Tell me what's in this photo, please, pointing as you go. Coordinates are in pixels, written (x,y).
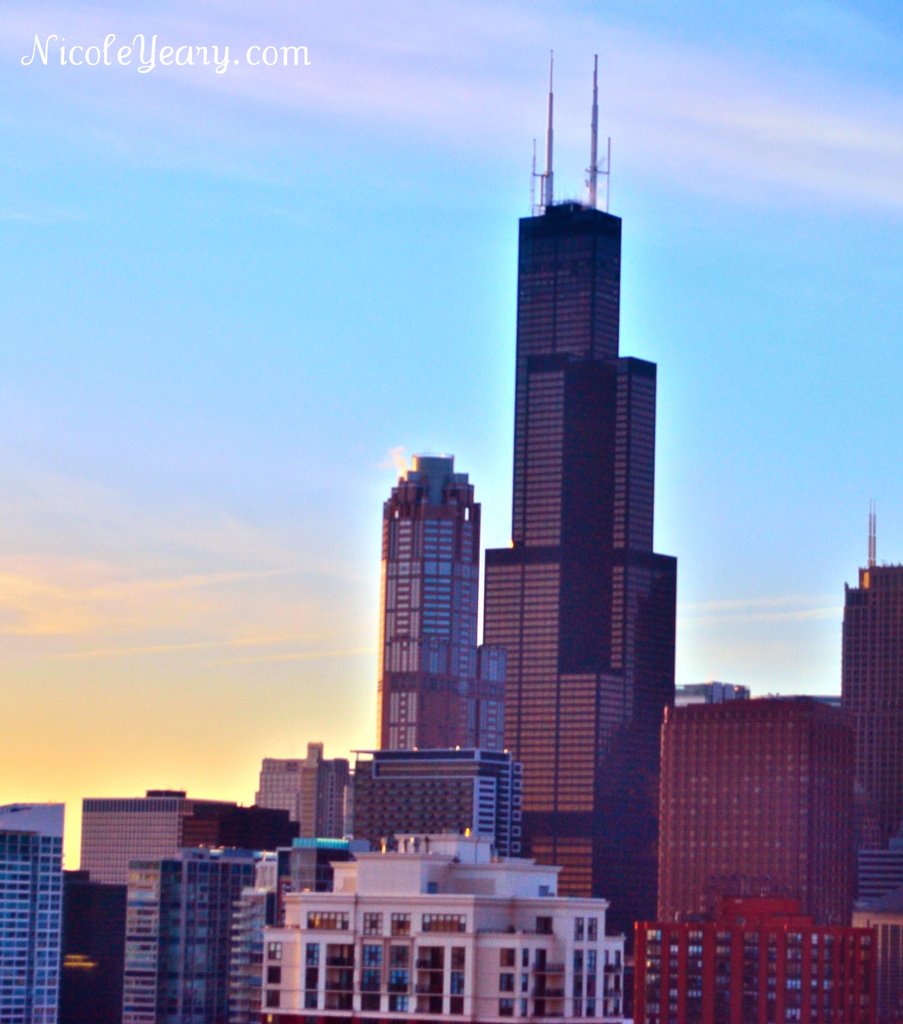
In this picture I can see there are few buildings (550,835) here and this building (576,676) is the longest building (560,364) and the sky (339,334) is clear.
